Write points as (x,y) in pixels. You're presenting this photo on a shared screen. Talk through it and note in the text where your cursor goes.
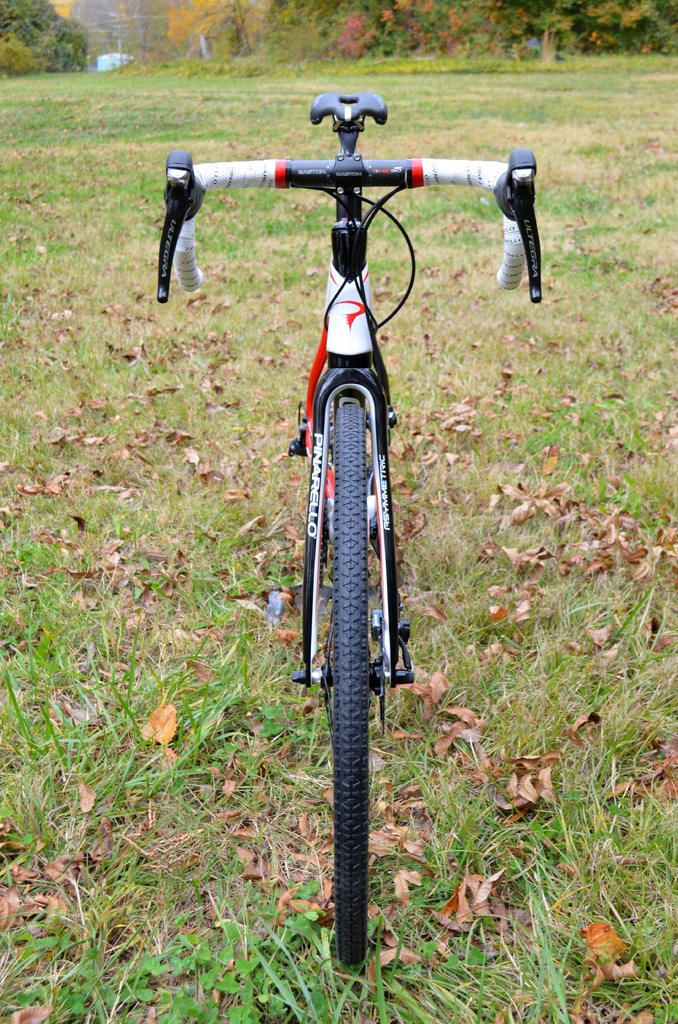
This image consists of a cycle (390,629) parked on the ground (420,635). At the bottom (251,718), there are green grass (255,707). In the background (670,15), there are trees (634,31).
